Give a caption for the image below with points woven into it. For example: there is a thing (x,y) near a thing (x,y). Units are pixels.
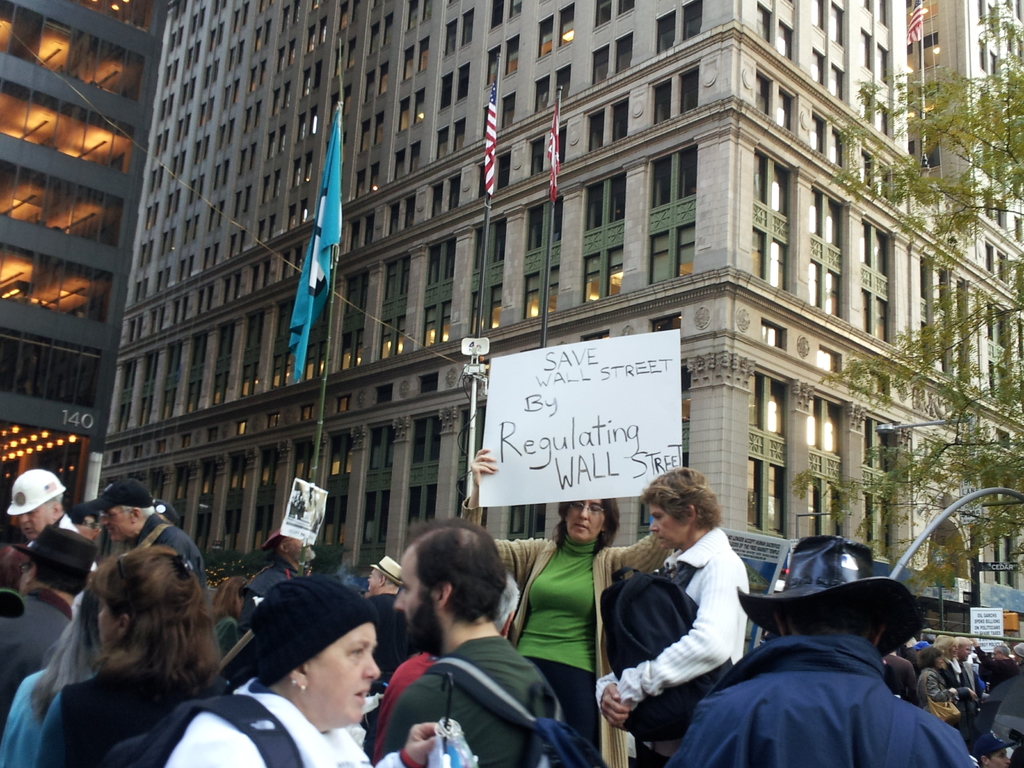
In the picture I can see the buildings (437,65) and glass windows (71,119). I can see the flag poles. I can see a few people (59,731) at the bottom of the picture (440,703). I can see a woman (581,539) holding a white sheet (567,443) with text (535,410) on it. There are trees (891,372) on the right side (989,317).
